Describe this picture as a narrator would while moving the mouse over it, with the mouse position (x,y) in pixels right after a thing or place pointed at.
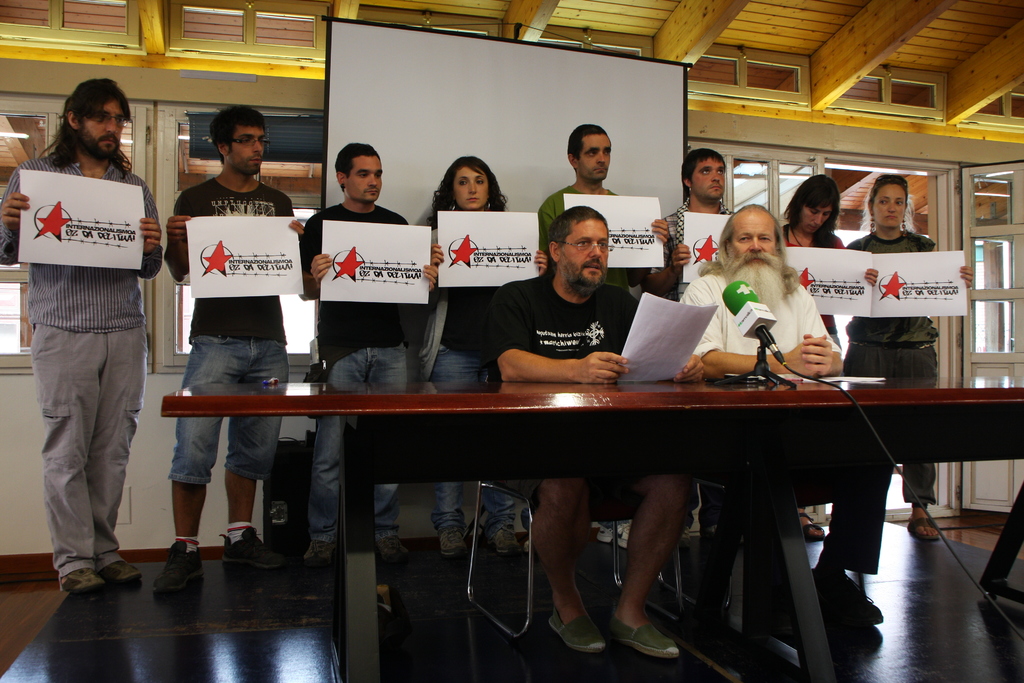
In this picture, there were group of people (913,375) on the stage (890,560). Two persons (774,276) were sitting behind a table (761,433), one person (555,549) is wearing black T shirt (598,344) and green shoes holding a paper (701,316) and another person (776,324) is wearing white T shirt (713,328), black pant (857,563) and black shoes (840,576). There is a mic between them. All other remaining persons (925,323) were standing behind them. All the persons (719,186) are holding papers (863,281) and some text (907,290) printed on it. In the background (475,84) there is a board (424,74) and windows (136,126).
